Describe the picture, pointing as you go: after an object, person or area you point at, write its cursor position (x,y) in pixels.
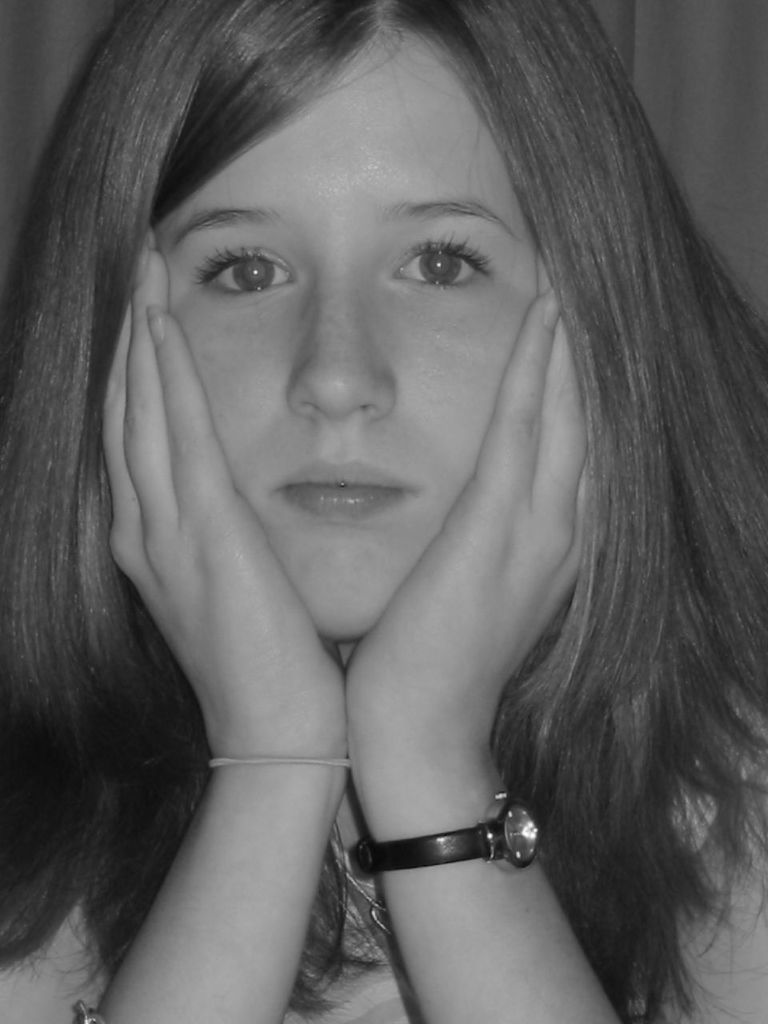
In this image I can see a woman (424,523). She is wearing watch (498,839). The image is in black and white.
